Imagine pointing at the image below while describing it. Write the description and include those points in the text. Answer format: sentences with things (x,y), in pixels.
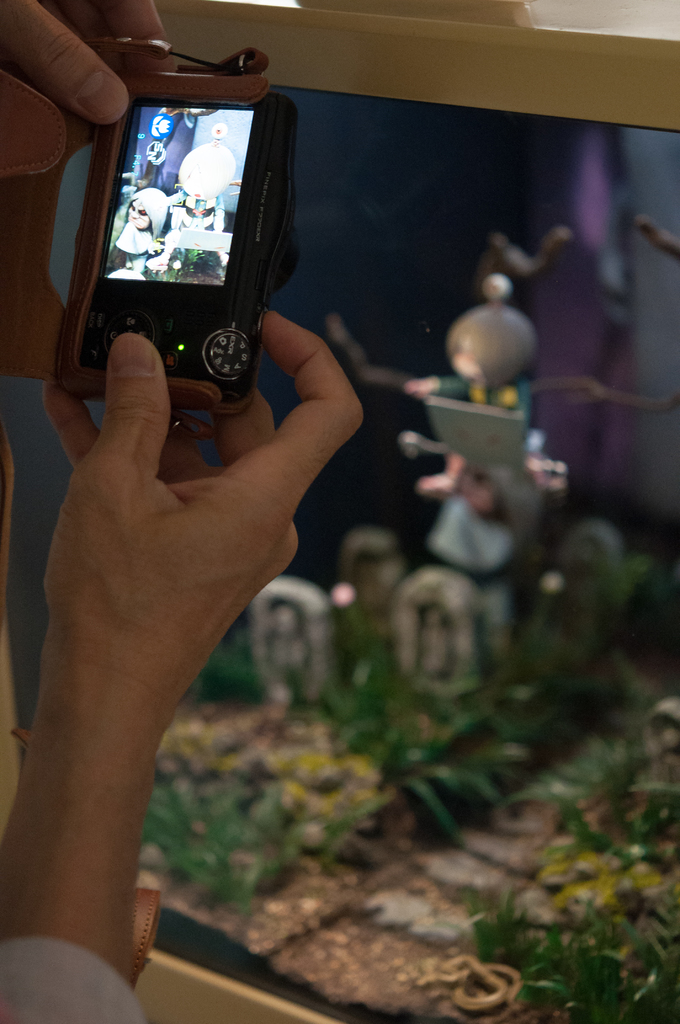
In this image I can see hands (96,86) of a person (281,340) is holding a camera (174,293). In the background (200,852) I can see few green colour things (425,702) and I can see this image is little bit blurry in the background (423,568).
